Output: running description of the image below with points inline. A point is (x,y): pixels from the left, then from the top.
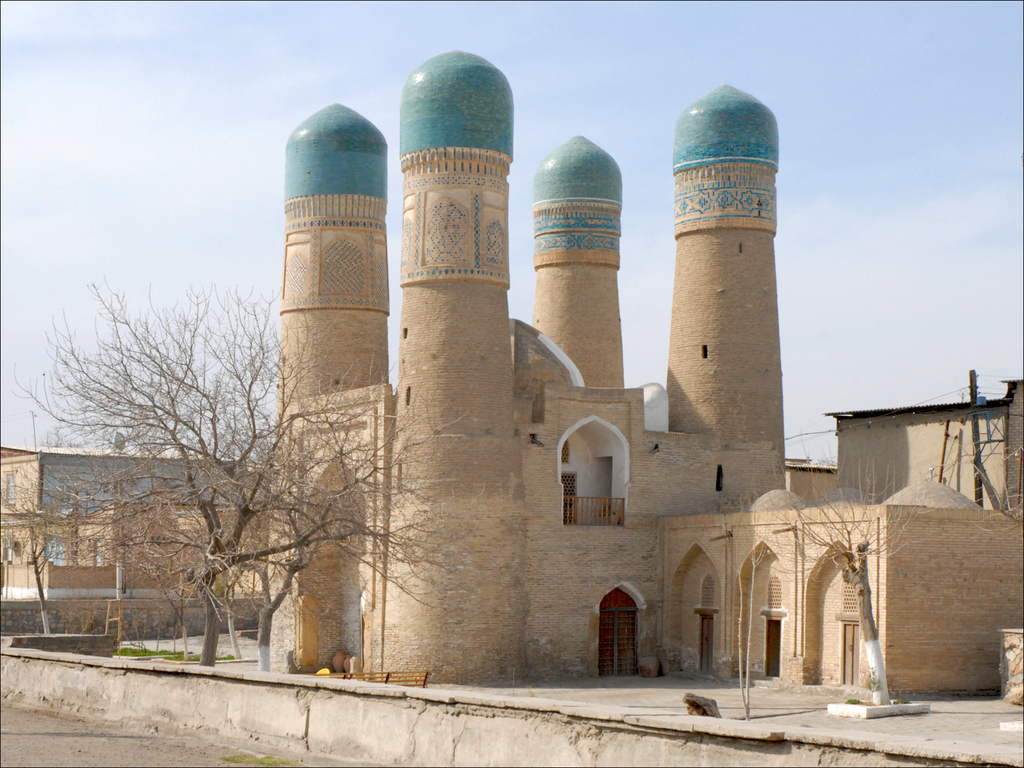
In the picture I can see the chor minor construction (576,288) in the middle of the image (392,474). There are deciduous trees (202,508) on the left side (203,439) and the right side (884,544) as well. There is a wall fencing (374,741) around the construction (462,570). There is a house (21,479) on the left side (98,479). I can see an electric pole (973,422) on the right side (974,462). There are clouds (129,159) in the sky (219,174).
